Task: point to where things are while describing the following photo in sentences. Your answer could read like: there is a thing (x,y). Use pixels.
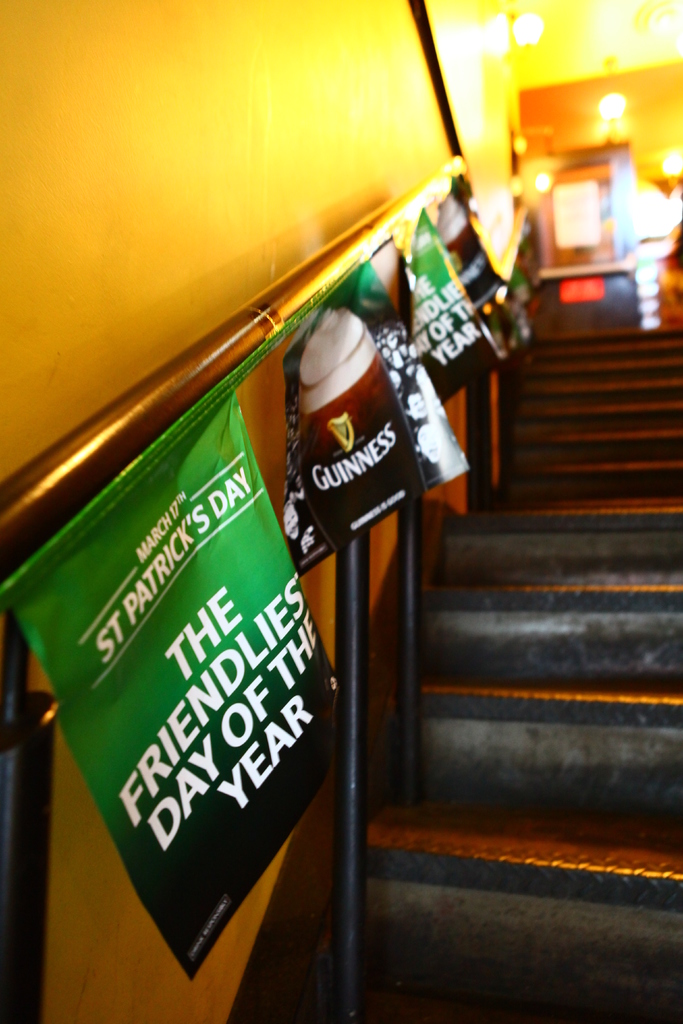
In the image on the right side (541,482) there are steps (555,482). And also there is railing (411,195) with posters (300,367). On the posters (347,363) there are few images (303,385) and some text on it. In the background (535,291) there is a door (572,310) and also there are lights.
